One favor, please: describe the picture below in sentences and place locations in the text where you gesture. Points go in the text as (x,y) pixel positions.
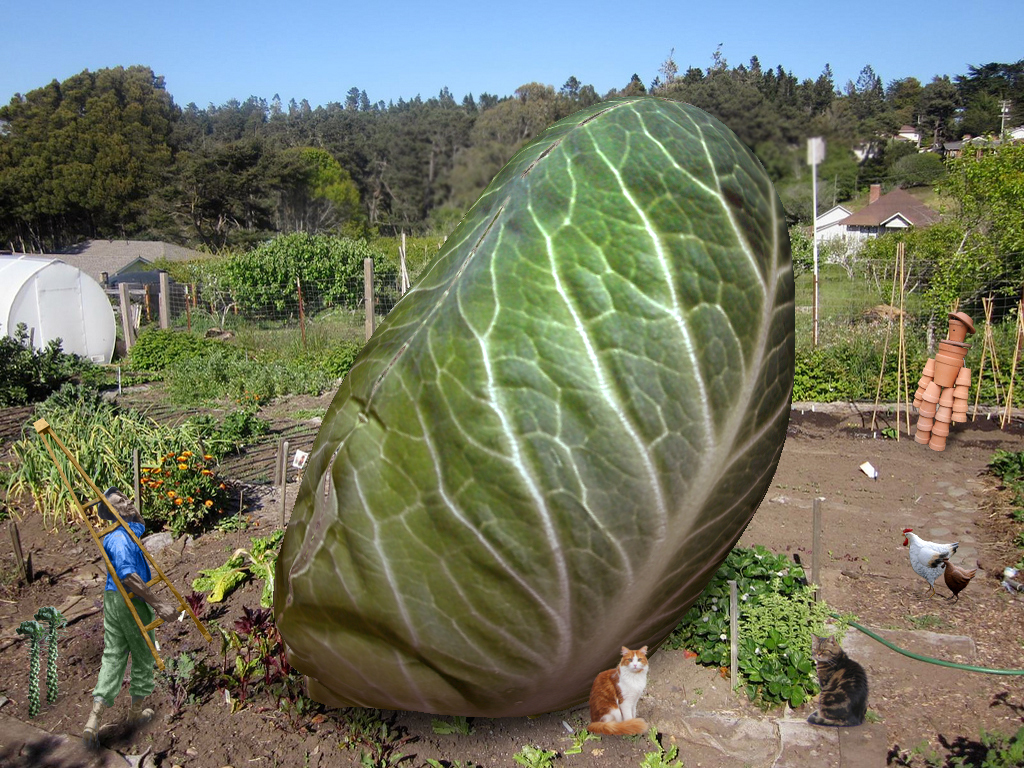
In this image there is a cabbage (649,382) on the surface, in front of the cabbage (532,533) there are two hens (912,552) and two cats (619,673) and there is a person (152,606) walking by holding a ladder (118,593), in the background of the image (367,205) there are trees (377,231) and houses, to the left of the cabbage (446,296) there are plants (183,367) and bushes (289,264) on the surface (144,397).
